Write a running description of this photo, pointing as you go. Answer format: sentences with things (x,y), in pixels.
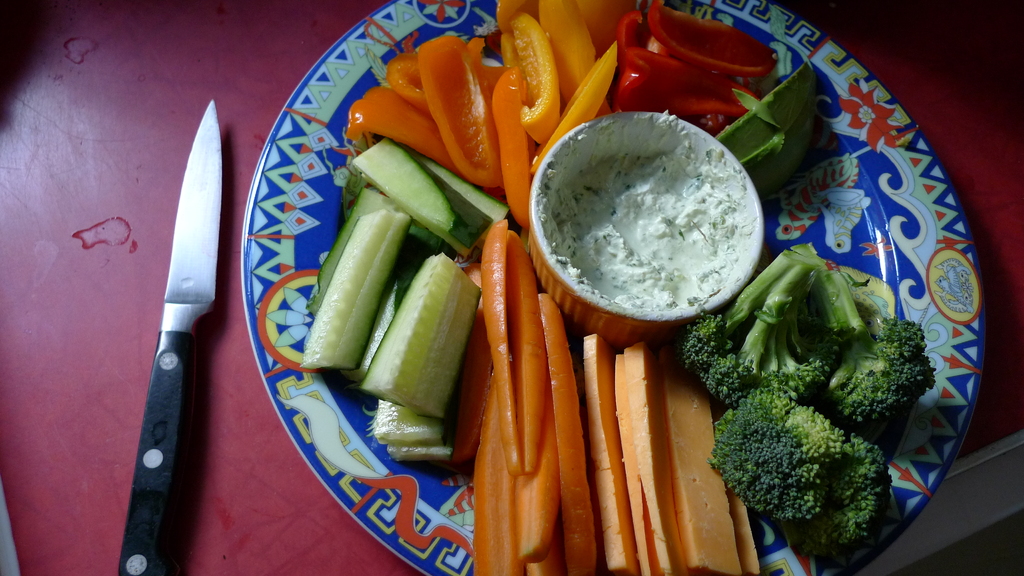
In this image, we can see a plate (877,123) contains cutting vegetables (495,122) and bowl (630,258). There is a knife (209,189) on the left side of the image (200,203).
